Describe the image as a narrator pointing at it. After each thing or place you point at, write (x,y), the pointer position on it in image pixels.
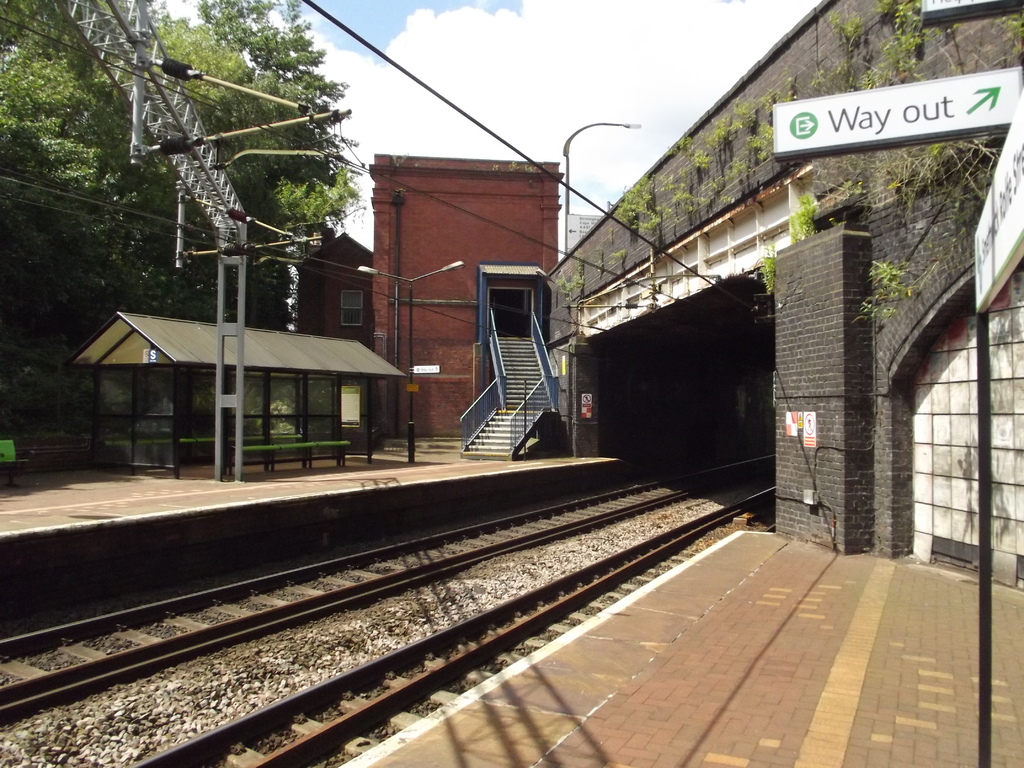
In this image, we can see stairs (490,333), houses (379,289), pipes (397,342), poles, shed (90,348), benches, brick wall (817,406), plants (895,153), trees (58,290), rods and sign boards (1010,125). At the bottom of the image (431,640), we can see the train tracks (477,628) and platforms (16,502). Background (570,27) there is a sky (519,28), street light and board (582,234).
